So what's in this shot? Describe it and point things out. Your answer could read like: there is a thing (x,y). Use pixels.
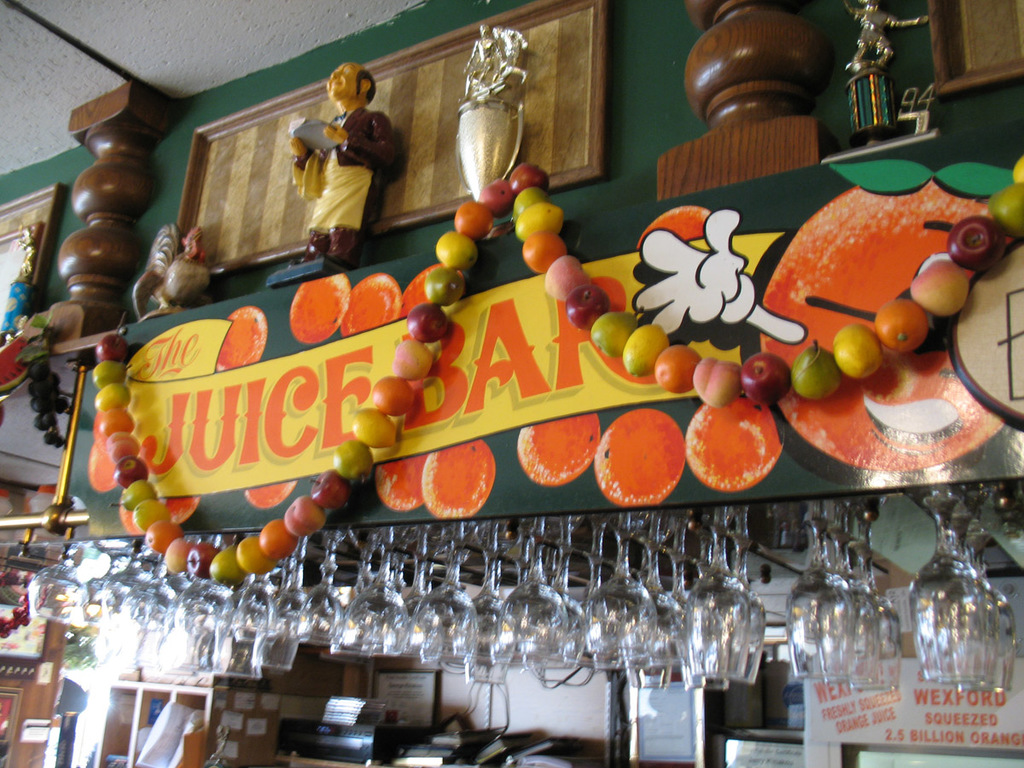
In this image, we can see the store (658,691). Here there are so many glasses (639,662) are hanging. At the bottom (663,759), we can see few things (702,729) and objects (498,762). Here there is a hoarding decoration (717,423) with fruits garland (547,249). Top of the image (340,107), we can see few sculptures (322,248). On the left side (49,84) top corner, we can see the ceiling (126,56).
